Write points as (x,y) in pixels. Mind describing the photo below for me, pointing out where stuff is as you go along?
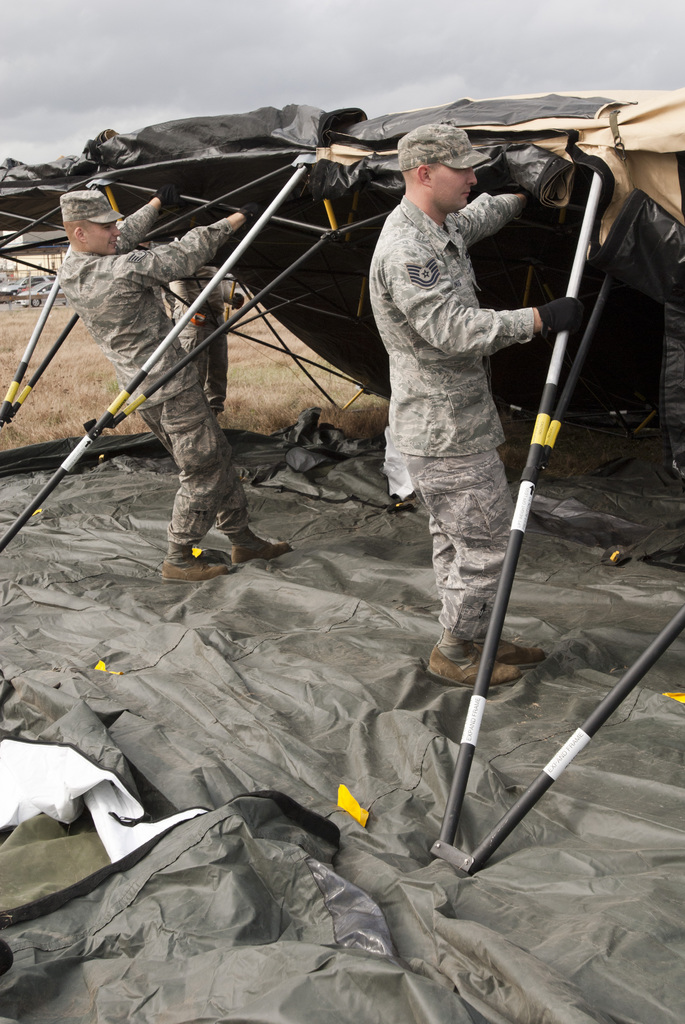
In this picture we can see three men (93,282) where two men (202,254) wore caps (463,161) and holding rods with their hands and standing on a cloth (569,546) and in the background (7,280) we can see vehicles (8,292), grass (42,360), sky (282,95) with clouds (476,56).
